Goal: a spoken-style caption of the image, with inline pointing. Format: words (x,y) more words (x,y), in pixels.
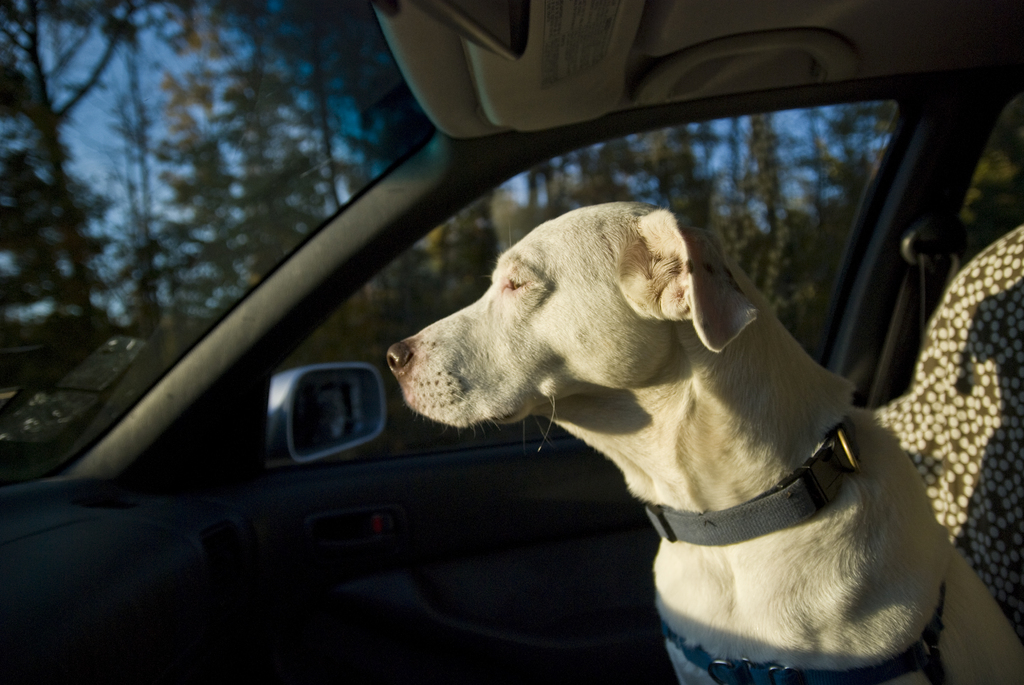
In the image we can see there is a dog (689,406) sitting in the car (844,256).
